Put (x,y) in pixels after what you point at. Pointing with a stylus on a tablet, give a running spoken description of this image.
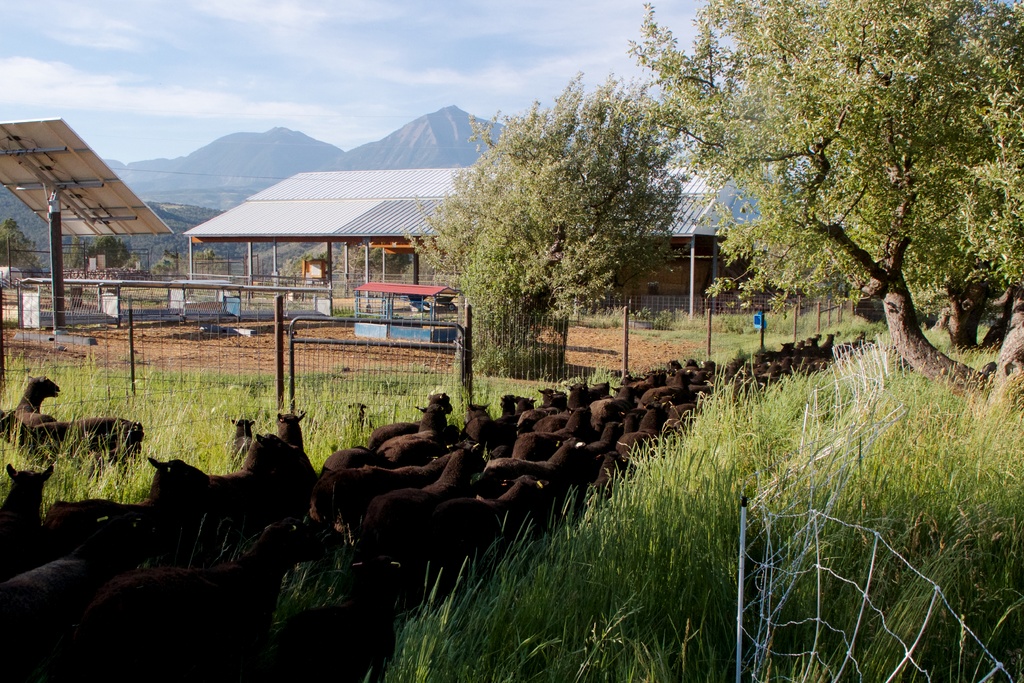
Sky (401,54) is cloudy. This is an open shed (303,228). Here we can see animals (259,493), grass (645,492), fence (282,344) and trees (908,206). Far there are mountains (313,150). A board (76,204) with pole (56,206).
